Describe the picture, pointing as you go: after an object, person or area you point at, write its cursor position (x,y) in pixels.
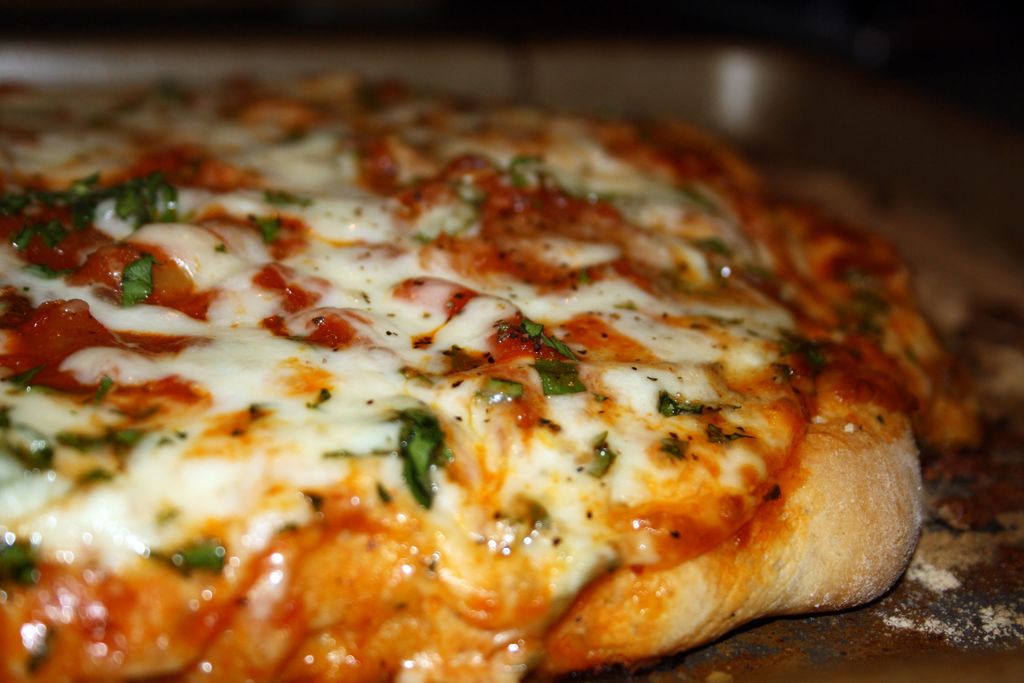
In this image I can see the food (312,424) which is in white, green, red and brown color. It is on the brown color surface (878,653).
